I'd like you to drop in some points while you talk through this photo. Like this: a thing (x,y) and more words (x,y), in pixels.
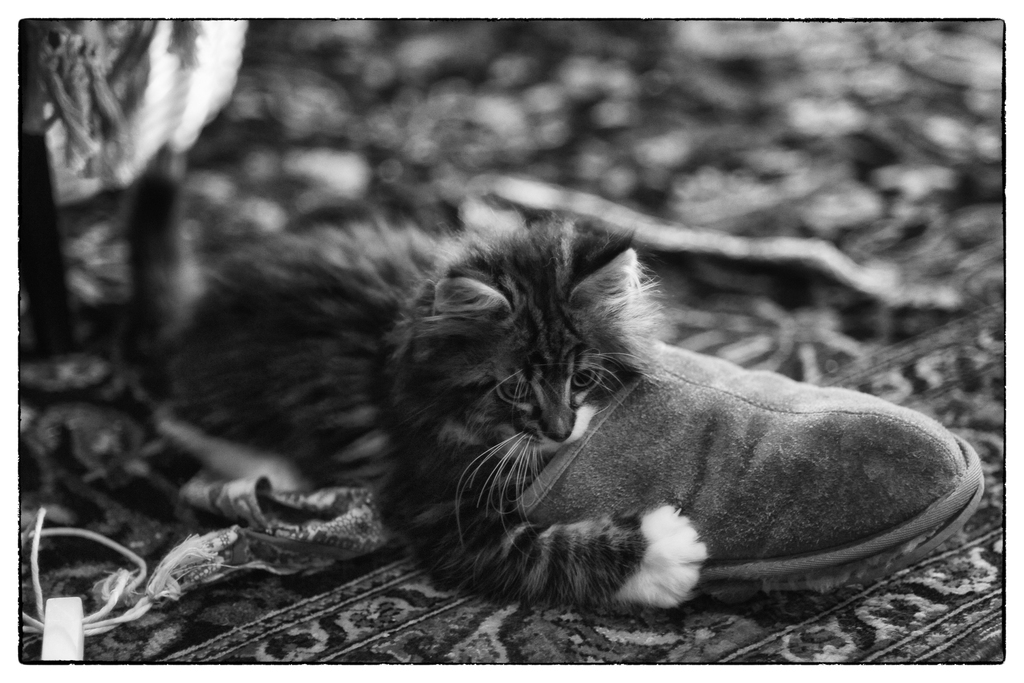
In the picture I can see cat (517,528) and a footwear (727,539). The background of the image is blurred. This picture is black and white in color.
